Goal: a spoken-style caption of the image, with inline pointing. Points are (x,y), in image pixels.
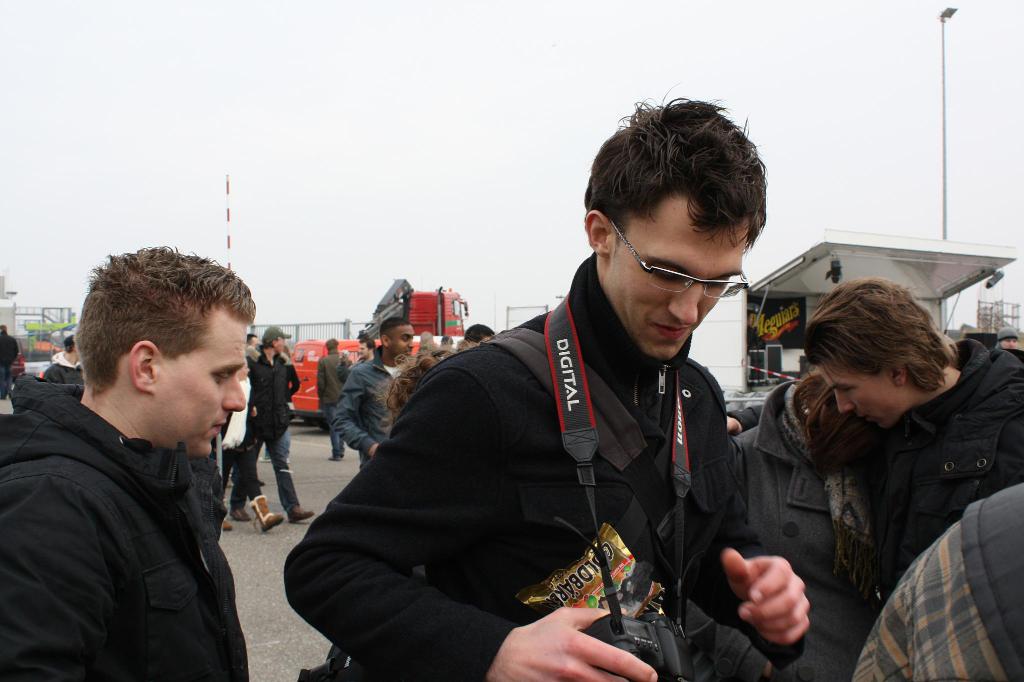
In this image we can see a group of people (551,454) standing on the ground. One person (645,314) is holding a camera (673,657). In the background (335,332), we can see vehicles (435,330) parked on the ground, railing (348,332), metal frames (45,324) and some poles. At the top of the image (406,81) we can see the sky (308,99).
